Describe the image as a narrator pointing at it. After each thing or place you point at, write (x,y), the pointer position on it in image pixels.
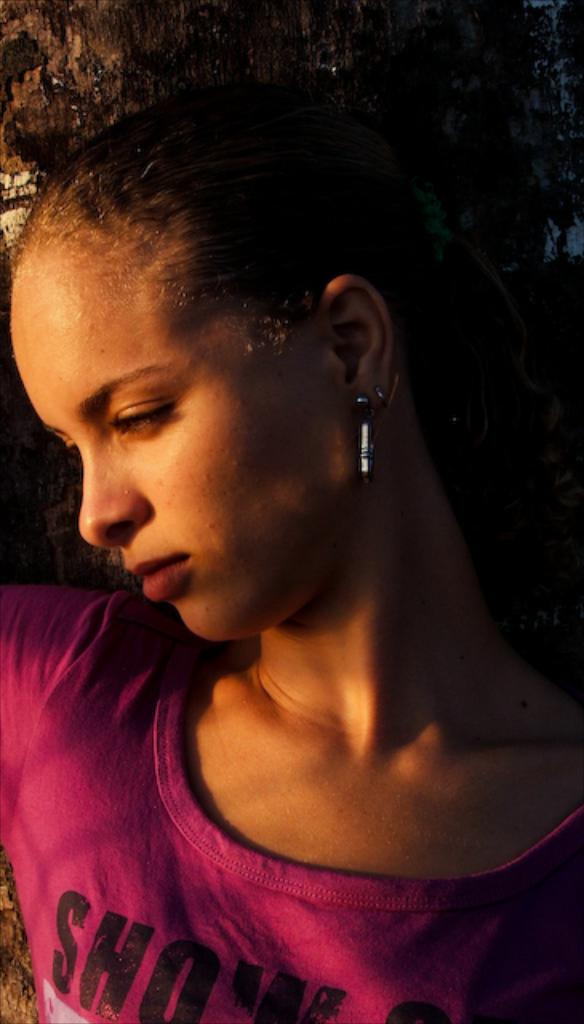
In this image in the foreground (354,225) there is one woman (287,704), and in the background (433,95) it looks like a tree (391,63).
